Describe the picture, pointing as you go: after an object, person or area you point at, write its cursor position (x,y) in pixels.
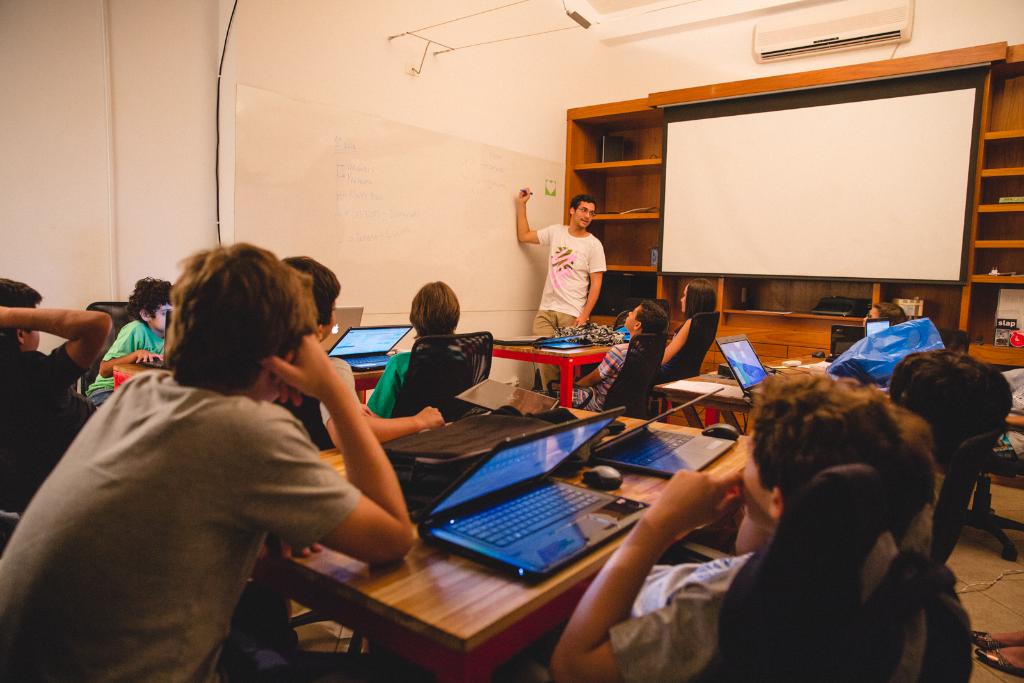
This picture consists of table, on the table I can see laptop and around the table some persons (828,385) sitting on chairs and I can see a person (587,263) wearing a white color t-shirt (585,261) standing in front of the board (439,216) and I can see a rack (652,181), in front of rack (1008,132) I can see a board (941,132) and I can see the wall (416,50) and I can see ac (821,17) attached to the wall (917,38).
